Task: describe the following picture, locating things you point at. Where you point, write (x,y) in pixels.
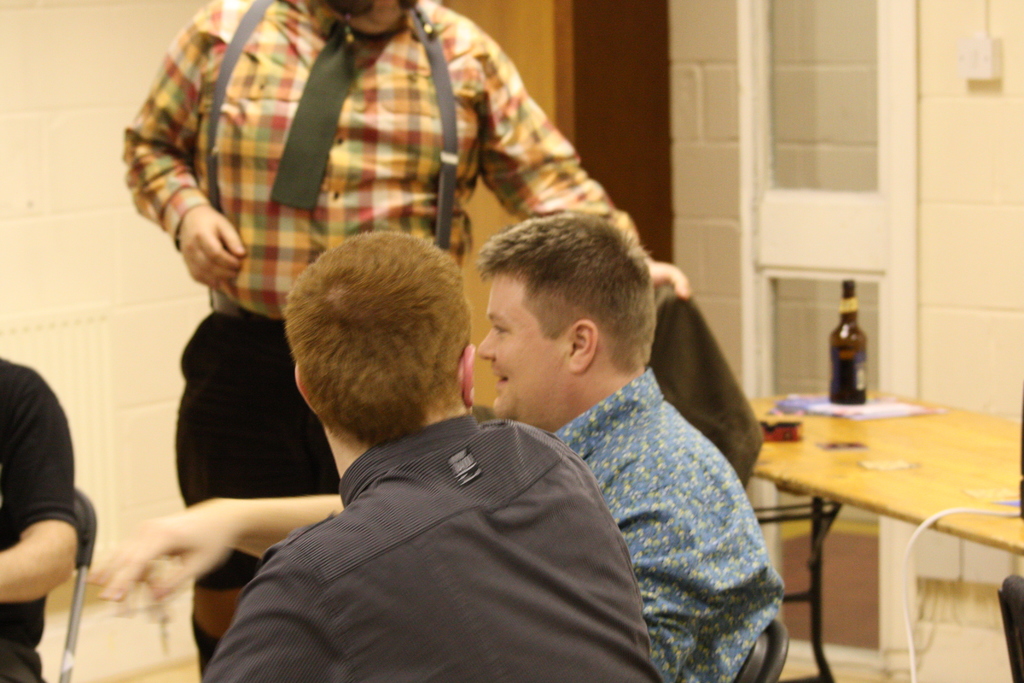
In this picture there are three members (418,377). Two of them (455,576) was sitting and one of the guy (336,170) is standing. On the left side (58,474) there is another person (15,537) sitting in the chair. Behind them there is a table (868,500) on which a bottle (857,351) was placed. In the background (819,147) there is a wall (117,132).
